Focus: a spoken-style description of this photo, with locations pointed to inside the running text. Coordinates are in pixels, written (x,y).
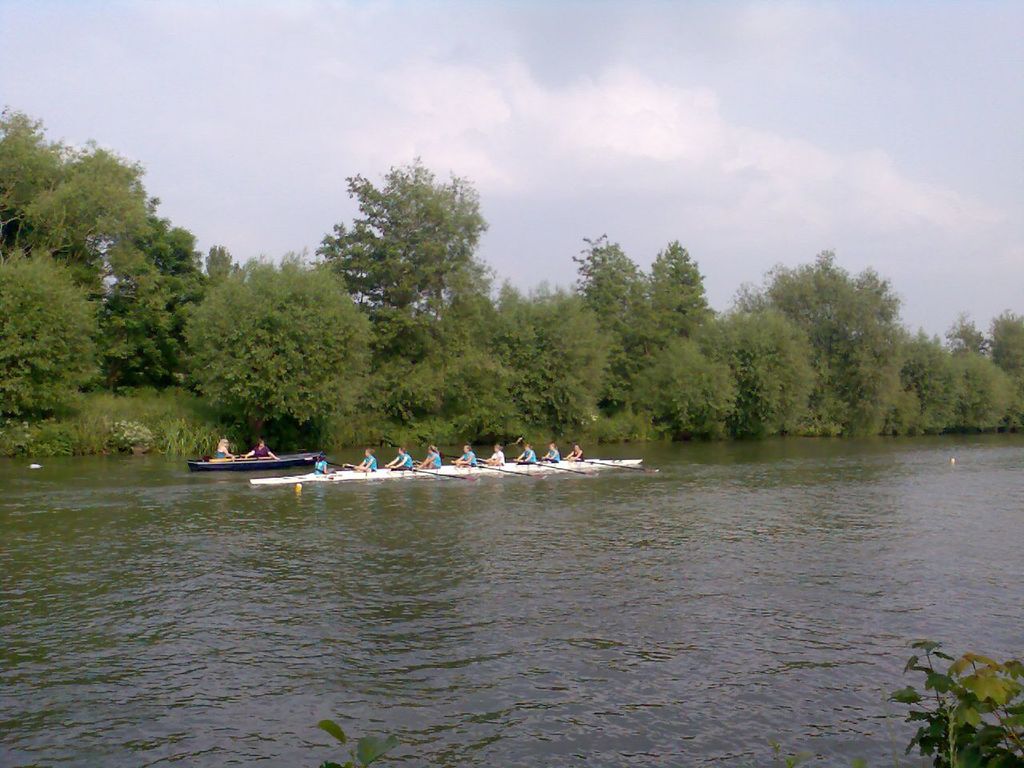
There are group of people (368,468) sitting on the boat (351,475) and holding the paddles (461,477). I think they are rowing the boat (487,470). I can see two people (217,454) sitting on another boat (259,466). This looks like a river (723,582) with the water (622,605) flowing. These are the trees (548,371) and plants (466,431).
